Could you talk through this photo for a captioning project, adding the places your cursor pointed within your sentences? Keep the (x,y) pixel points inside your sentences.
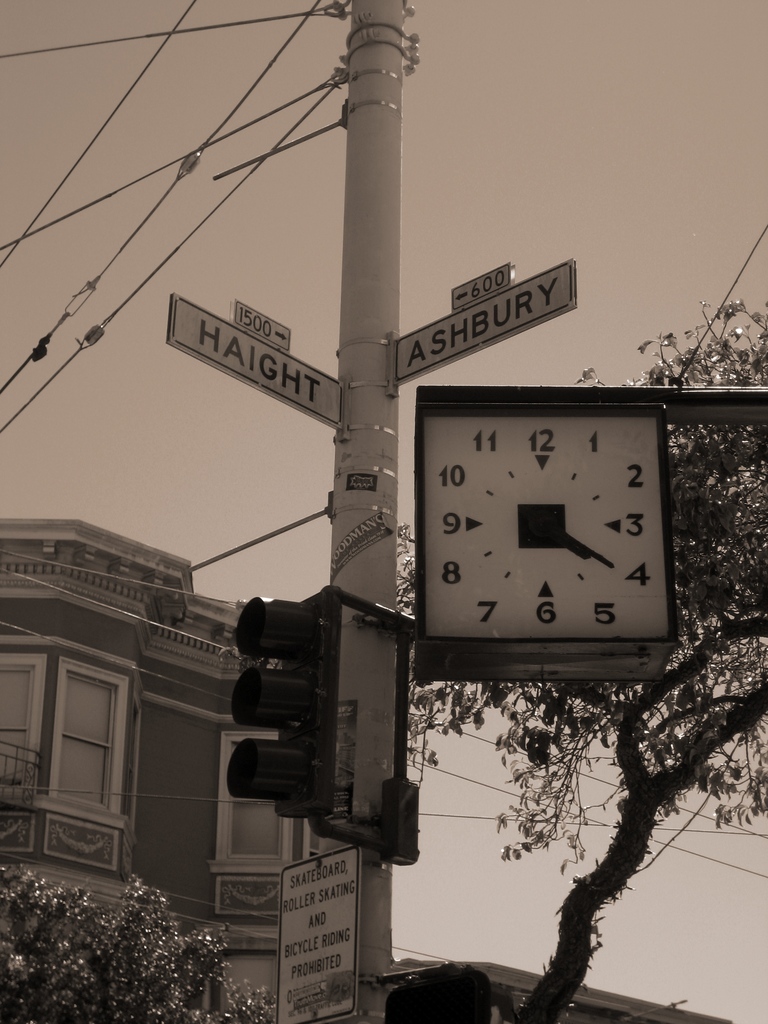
As we can see in the image there is a clock (523,510), pole (378,906), traffic signal (272,721), trees (69,983), building (88,660), windows (85,695) and sky (419,108).
